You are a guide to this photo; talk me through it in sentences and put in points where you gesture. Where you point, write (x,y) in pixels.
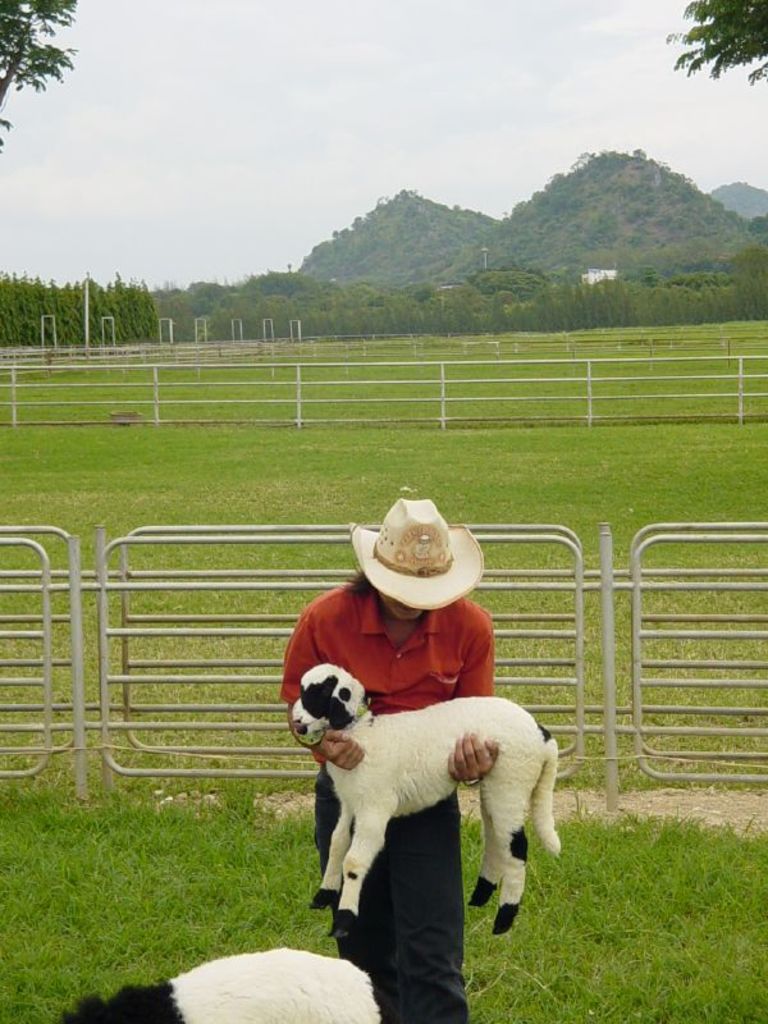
In the picture we can see a person (415,878) standing and holding a lamb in the hand (328,754) and the person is wearing a hat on it, we can see some designs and in the background (683,86), we can see grass surface (707,916) and some railings (746,754) and we can also see trees (38,340), hills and sky (40,208) with clouds (40,208).
